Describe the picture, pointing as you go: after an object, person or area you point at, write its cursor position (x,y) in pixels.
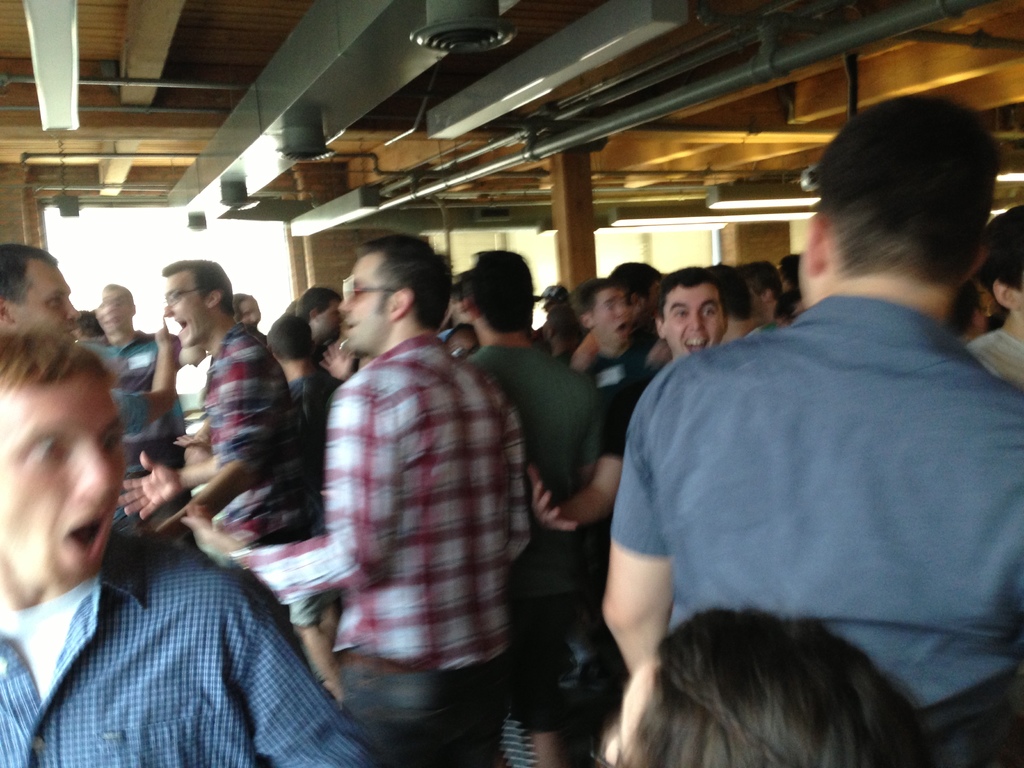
In this picture, we see the group of people (418,429) are standing. The man (382,257) in the middle of the picture (419,387) who is wearing the red and white check shirt (428,461) is wearing the spectacles (355,288). Most of them are opening their mouths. They are laughing. Behind them, we see the wooden pillars (573,242). In the background (683,265), we see the wall (754,241) and a window (683,265). At the top (494,130), we see the roof (643,153) of the building (470,192).
